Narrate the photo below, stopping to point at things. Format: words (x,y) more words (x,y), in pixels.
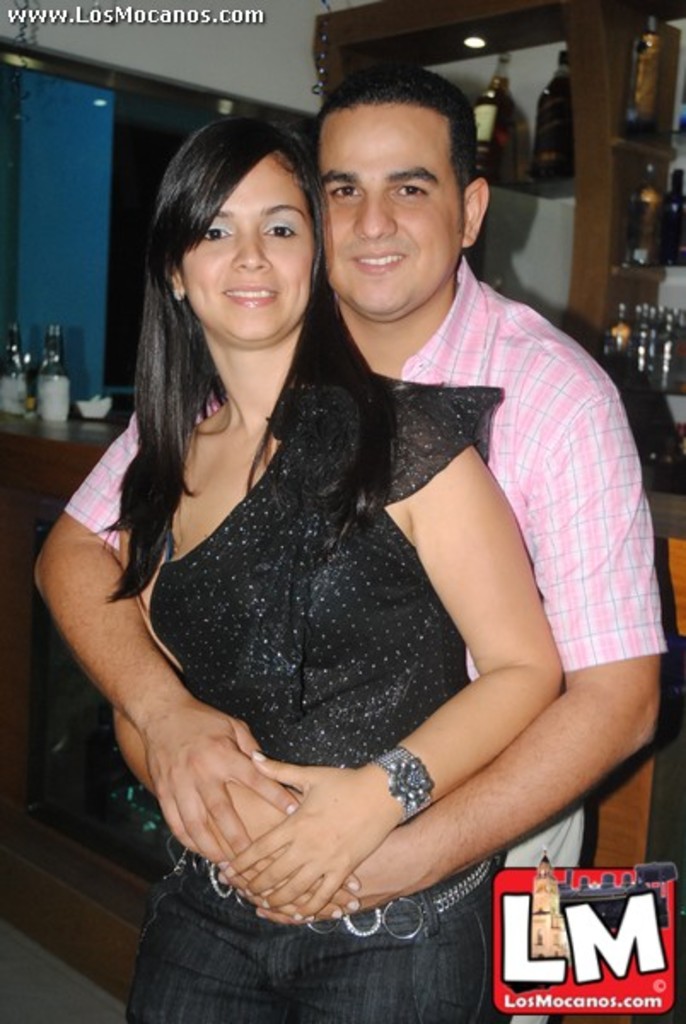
In this image I see a man (377,344) and a woman (190,616) who are holding their hands (240,757) and I see both of them are smiling and I see the watermark (554,943) on the bottom (631,943) and on the top (75,21). In the background (47,348) I see number of bottles (492,103) in these racks (596,205) and I see few more bottles (60,400) over here and I see the light (467,45) over here.
